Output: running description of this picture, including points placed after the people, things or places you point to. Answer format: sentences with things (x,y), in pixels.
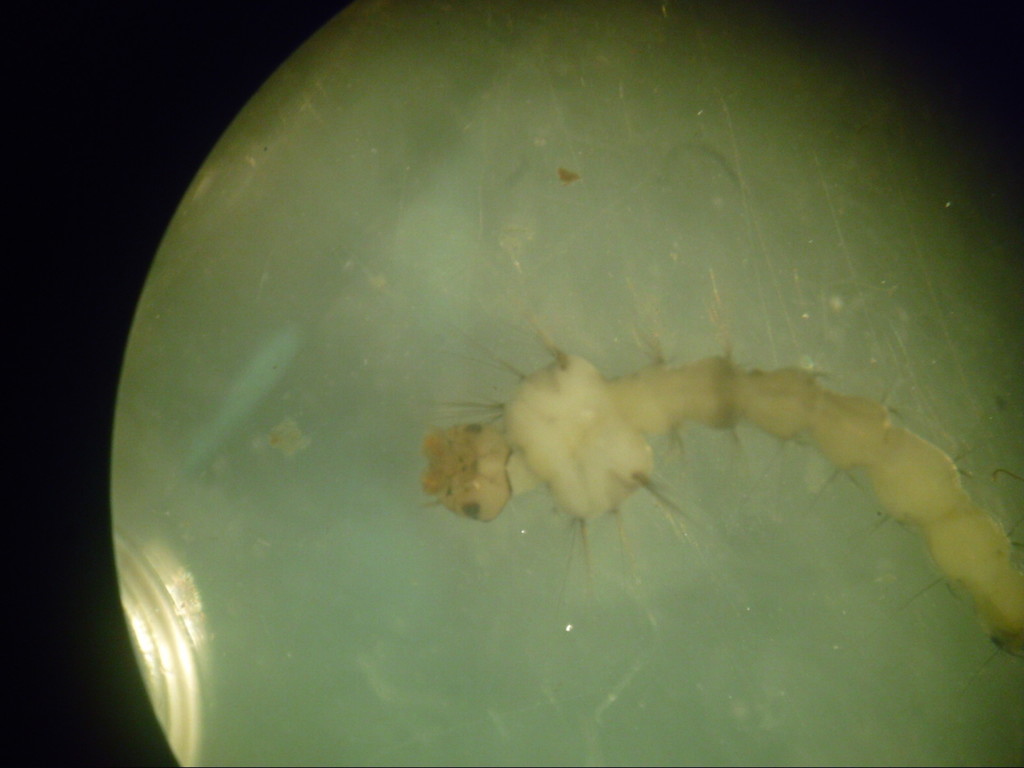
In the picture we can see a caterpillar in the glass (579,255) with spines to it.
